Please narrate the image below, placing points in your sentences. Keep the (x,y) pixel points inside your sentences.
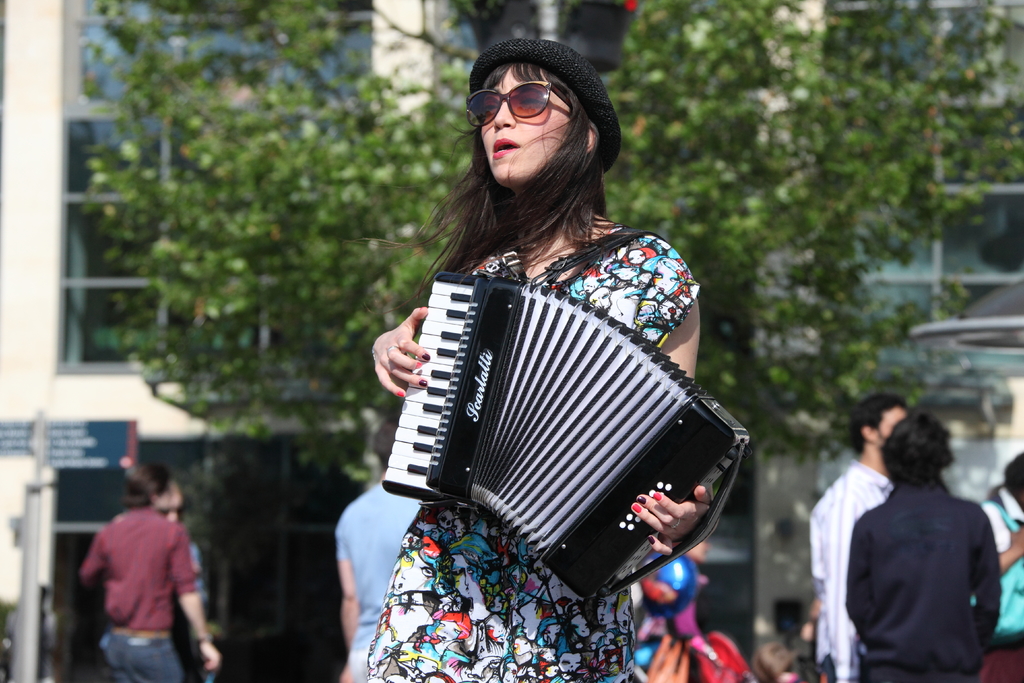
In this picture there is a lady (602,605) in the center of the image (639,302) and there are other people (847,680) in the background area of the image (118,524), there is a sign board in the background area of the image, there is a building (53,525) and a tree (195,419) at the top side of the image (631,212).
